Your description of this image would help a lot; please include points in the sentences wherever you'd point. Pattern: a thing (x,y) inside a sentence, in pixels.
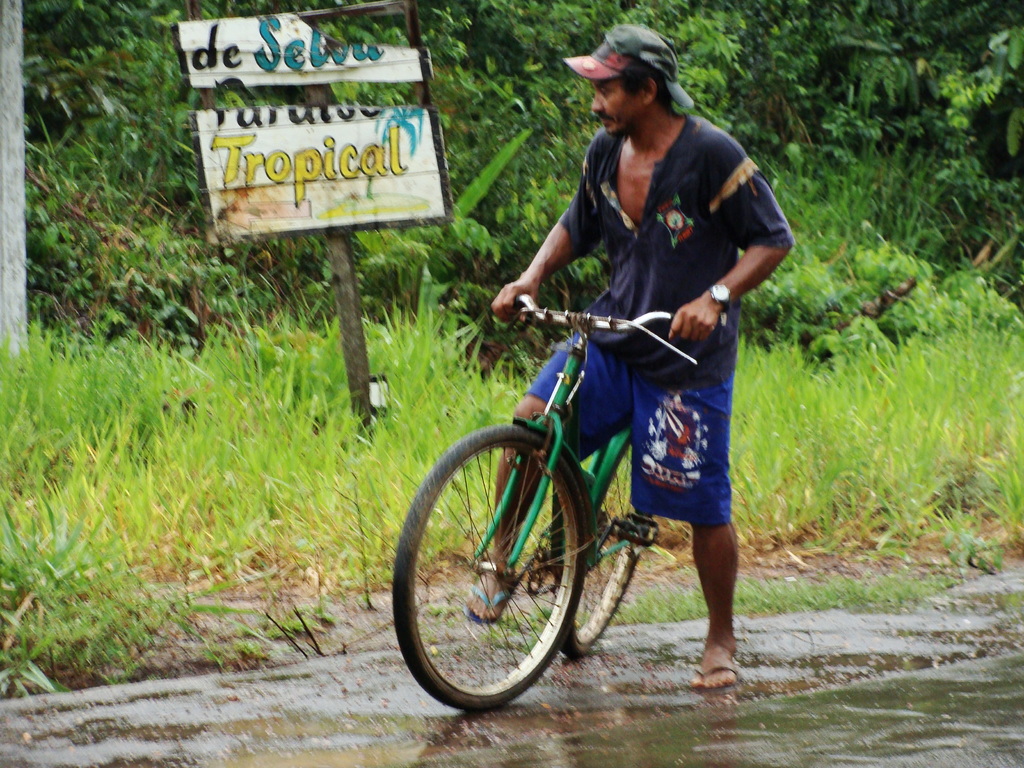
In this picture there is a man (619,380) who is riding a bicycle (552,471). There is a board (319,199). There is some grass (11,449). There are few trees (539,70) at the background (466,64).
